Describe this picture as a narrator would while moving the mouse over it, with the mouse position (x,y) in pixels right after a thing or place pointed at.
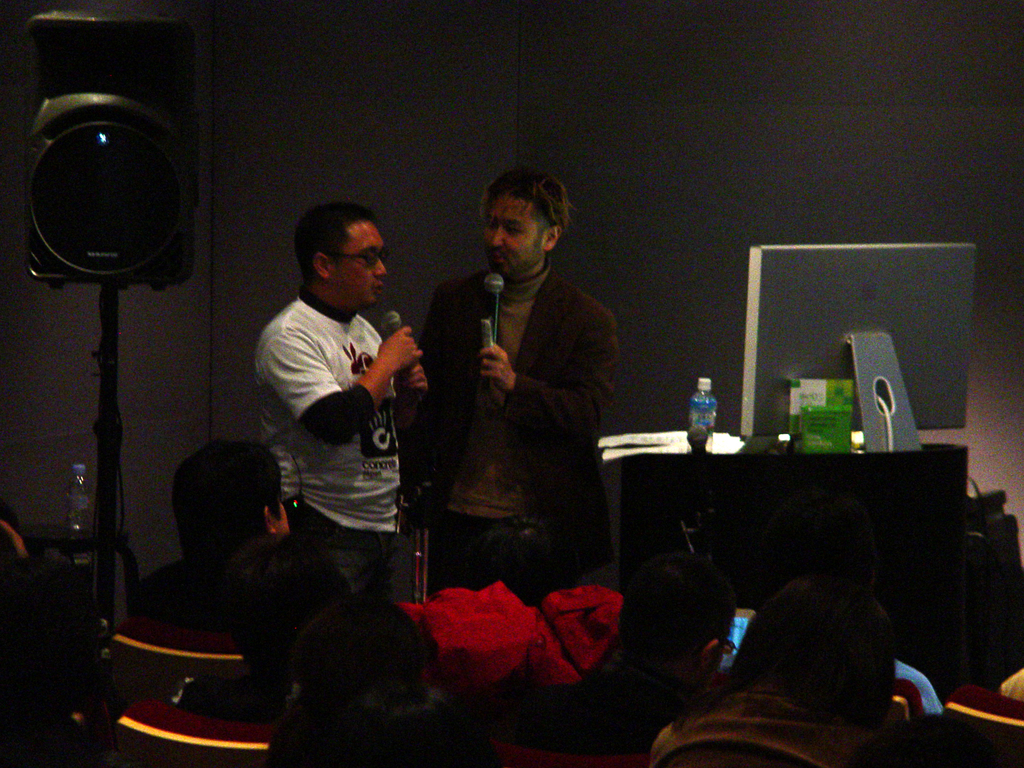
In the center of the image (596,372) there are two people (516,335) standing holding a mic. In the bottom of the image (385,633) there are people (251,633) sitting on chairs (147,634). In the background of the image (568,132) there is a wall (329,103). There is a speaker (75,118) to the left side of the image (117,81). To the right side of the image (702,425) there is a table (655,438) on which there is a bottle (707,397). There is a TV (958,261).
